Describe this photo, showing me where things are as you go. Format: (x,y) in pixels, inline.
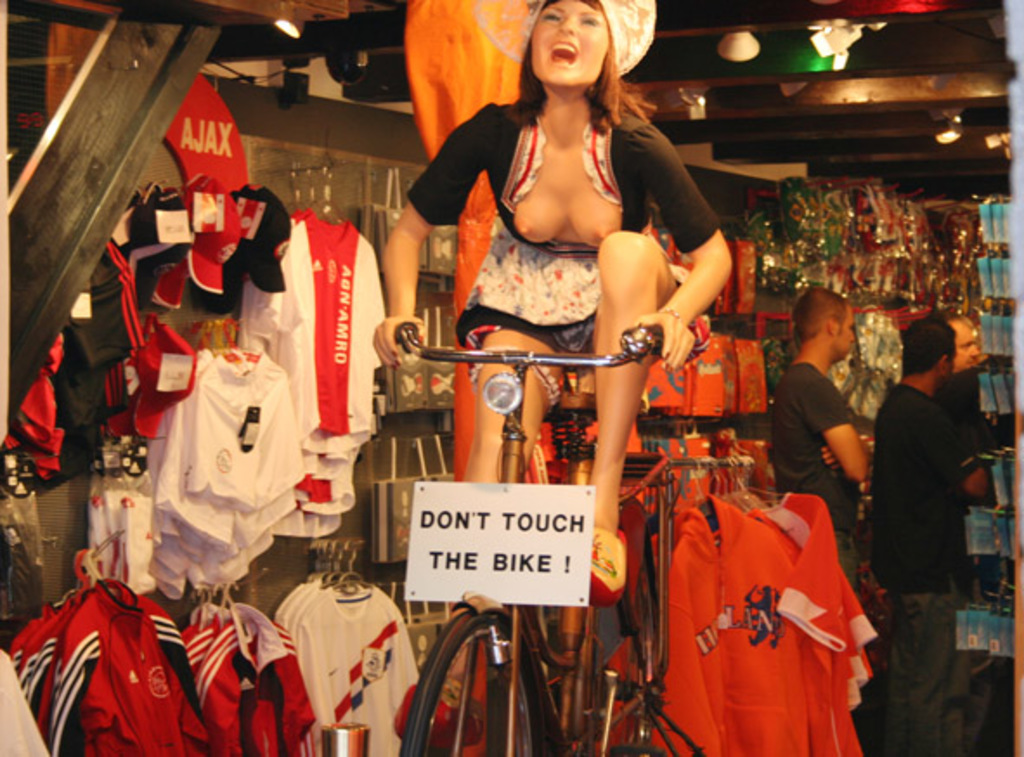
In this image I can see a woman (509,49) is sitting on a cycle (522,474). In the background (308,305) I can see few clothes (363,434) and few more people (924,458).
